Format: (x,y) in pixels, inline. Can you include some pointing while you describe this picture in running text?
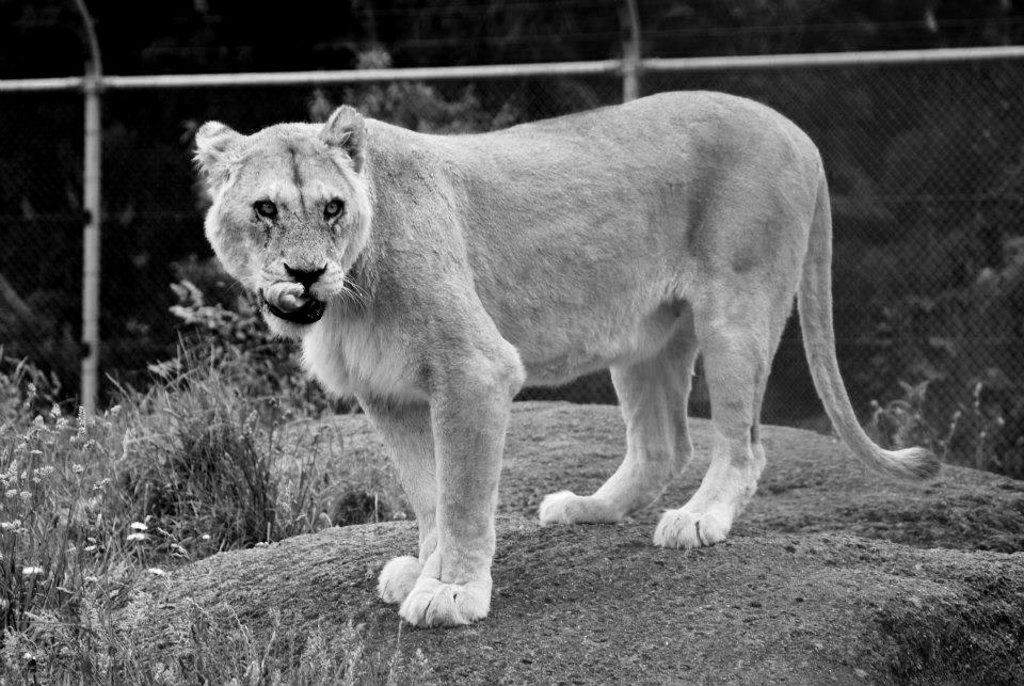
This image is black and white image and there is a lion (607,266) in middle of this image (594,282) and there is a fencing boundary (21,320) in the background (322,82) and there are some grass (212,429) at left side of this image (154,595) and there are some trees (422,114) behind to this wall (879,291).
